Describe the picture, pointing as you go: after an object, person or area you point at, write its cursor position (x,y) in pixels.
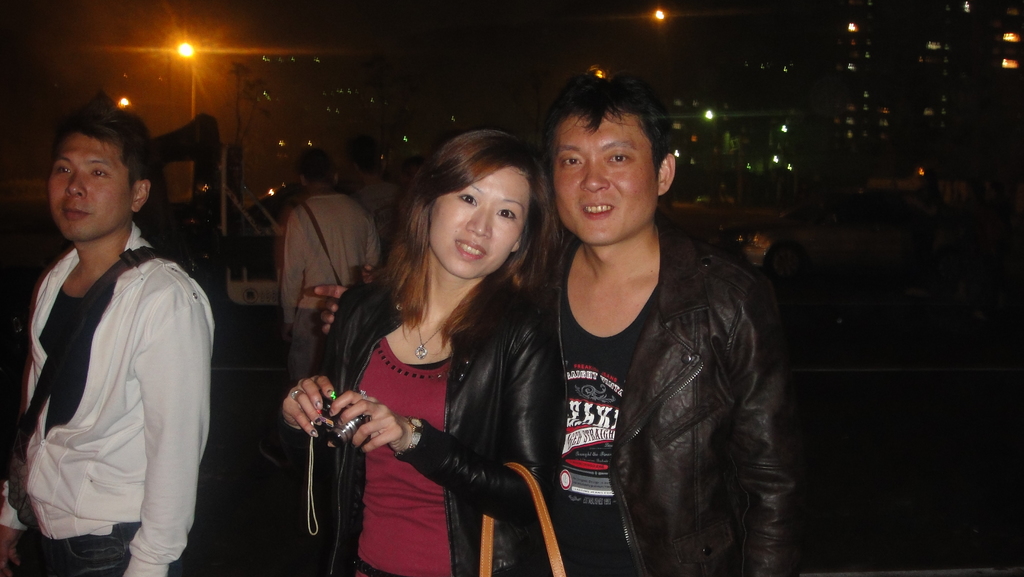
This picture shows few people (585,163) standing and we see a woman (296,430) holding a camera (345,424) in her hands (318,401) and we see buildings (755,81) and a pole light (195,92) and few cars (810,226) parked and we see a man (75,281) wore a bag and a woman (500,487) wore a handbag (539,492).
